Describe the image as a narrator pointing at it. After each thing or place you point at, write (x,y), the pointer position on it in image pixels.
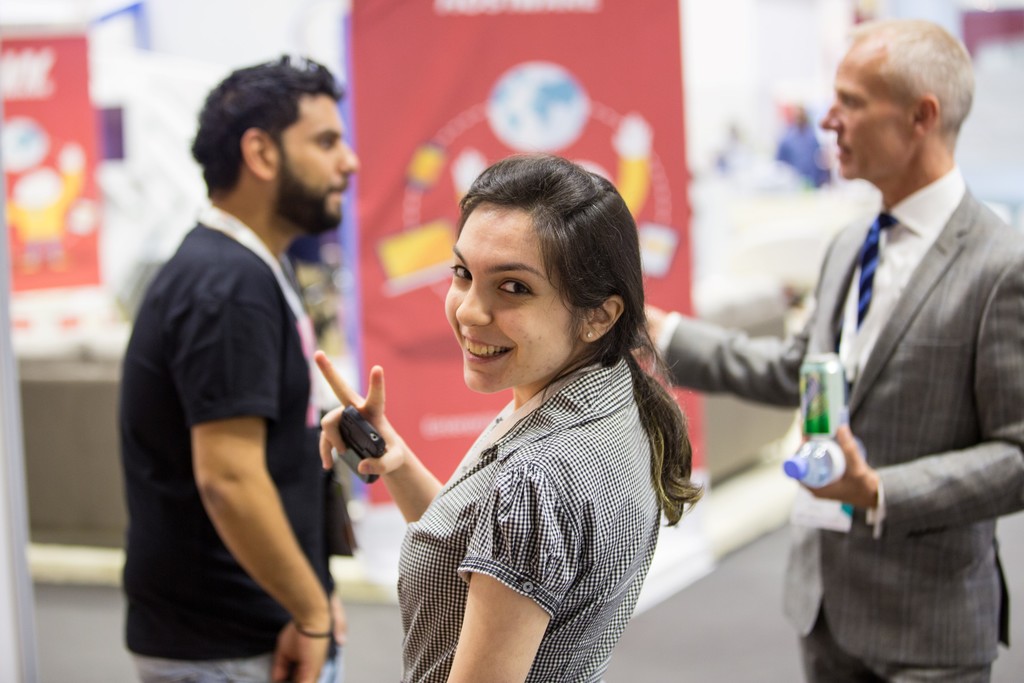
In this image there are people (531,575) standing, in the background (630,121) it is blurred.
